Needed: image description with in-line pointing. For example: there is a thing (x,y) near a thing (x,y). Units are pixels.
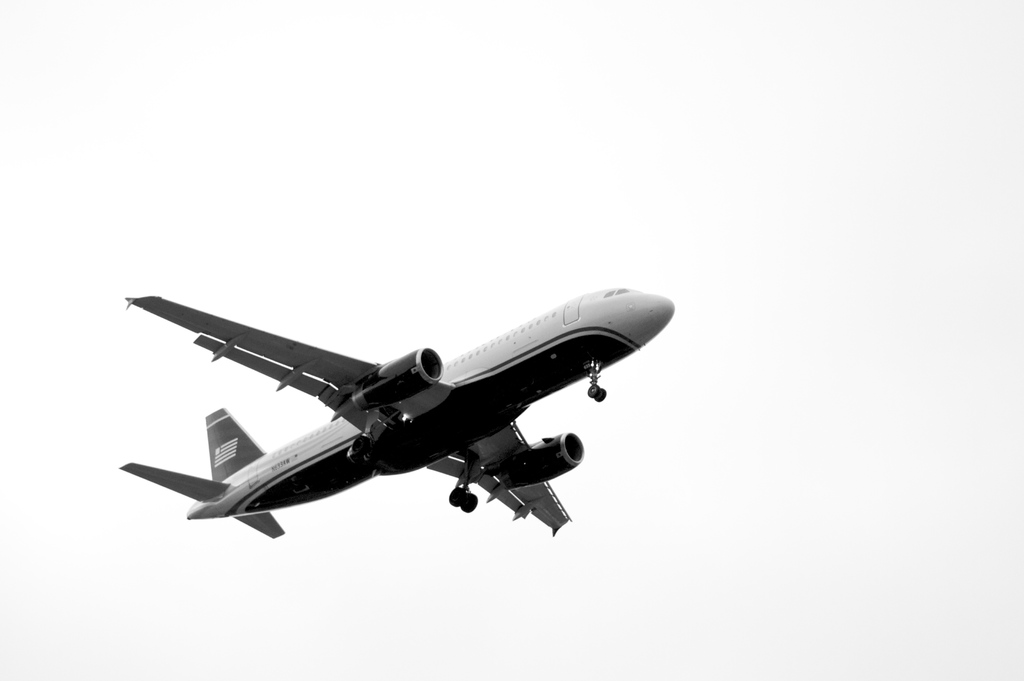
In this picture there is an aeroplane (351,483) in the center of the image (652,305), in the sky (534,584).
